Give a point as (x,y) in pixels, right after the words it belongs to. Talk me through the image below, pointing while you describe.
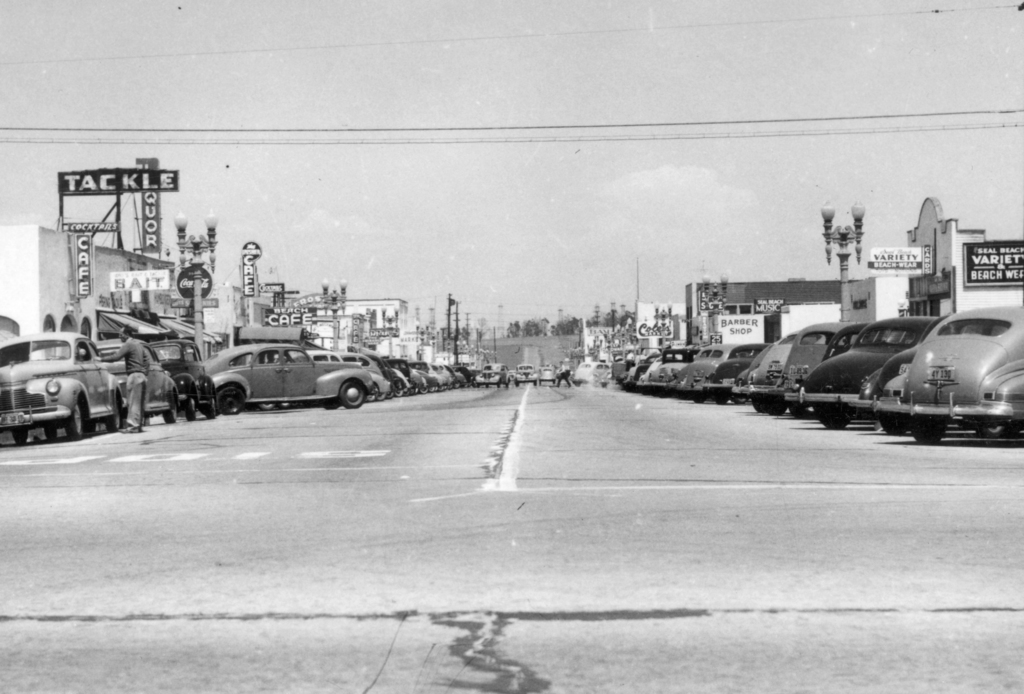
This is the picture of a place where we have some cars (314,374) and around there are some buildings (227,318) and some boards (75,183) to the buildings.
